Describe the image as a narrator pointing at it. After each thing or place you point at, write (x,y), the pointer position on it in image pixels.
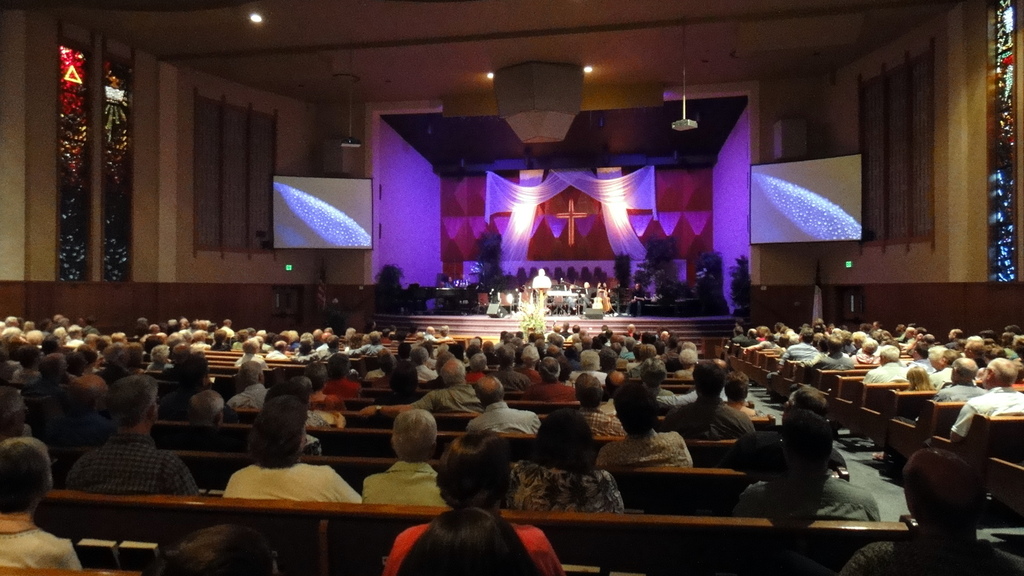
In this image we can see people (288,452) are sitting on the benches (266,519). In the background (485,206) there is a person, plants (491,248), decorative items (502,222), curtains (522,219), musical instruments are on the stage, steps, screens (289,248), objects (272,242) on the wall (99,104), designs (111,85) on the glasses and other objects (462,280).
